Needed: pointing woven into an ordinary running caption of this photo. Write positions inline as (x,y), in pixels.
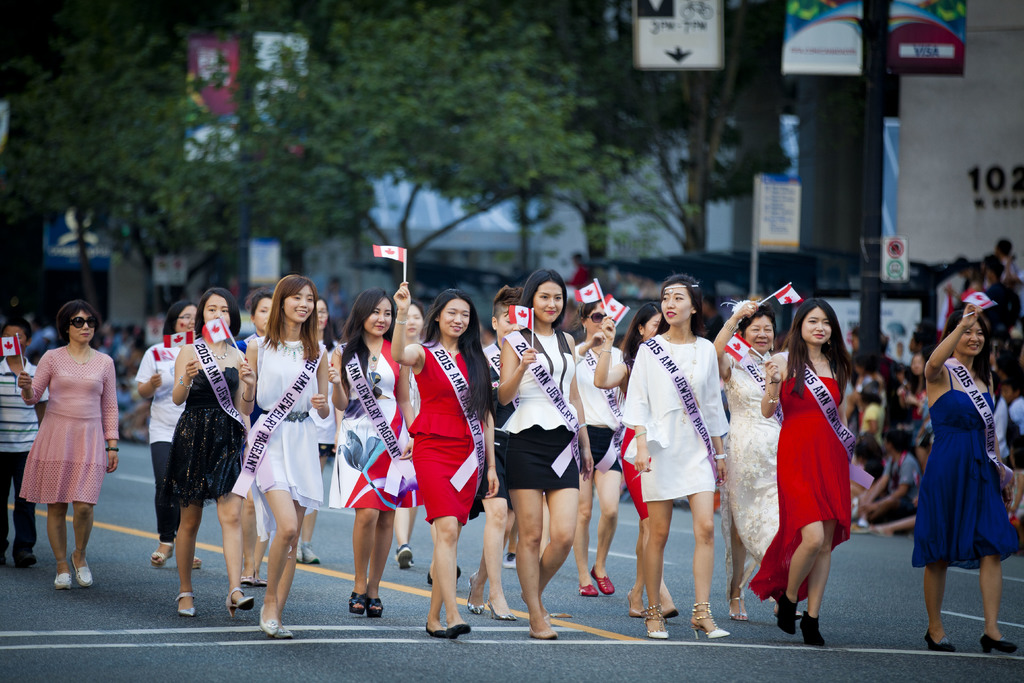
In this picture we can see many ladies (808,447) walking on the road (609,551) holding flags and wearing sashes (676,372) across them.
